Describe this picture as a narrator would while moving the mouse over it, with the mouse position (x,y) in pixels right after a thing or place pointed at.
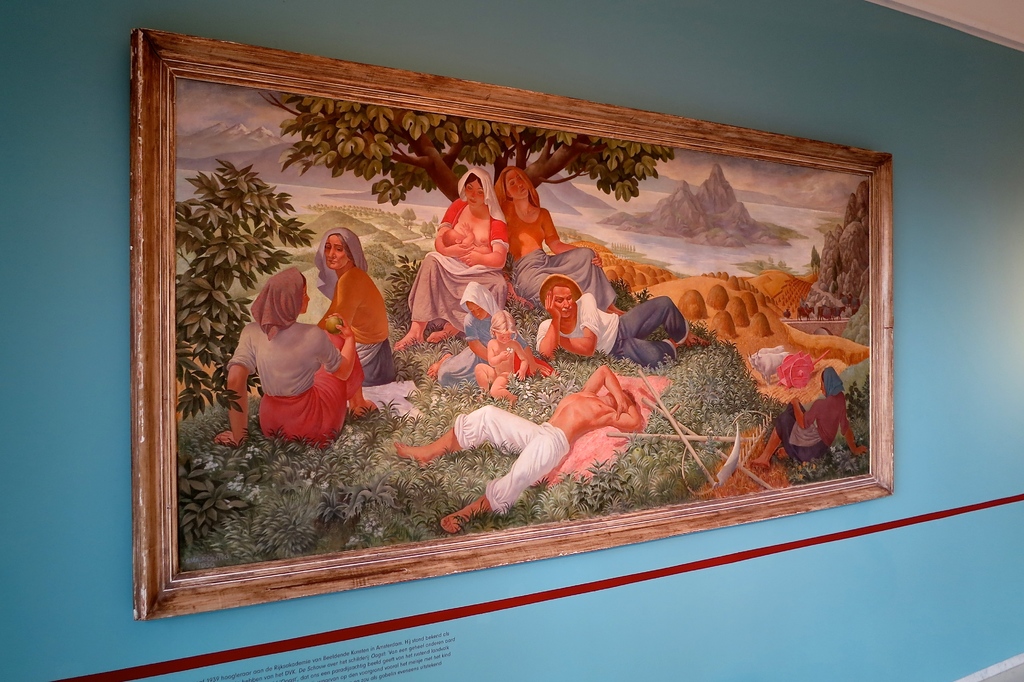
In this image I can see a depiction picture where I can see number of people (495,284) and trees (595,153). I can also see blue color wall (360,647).
